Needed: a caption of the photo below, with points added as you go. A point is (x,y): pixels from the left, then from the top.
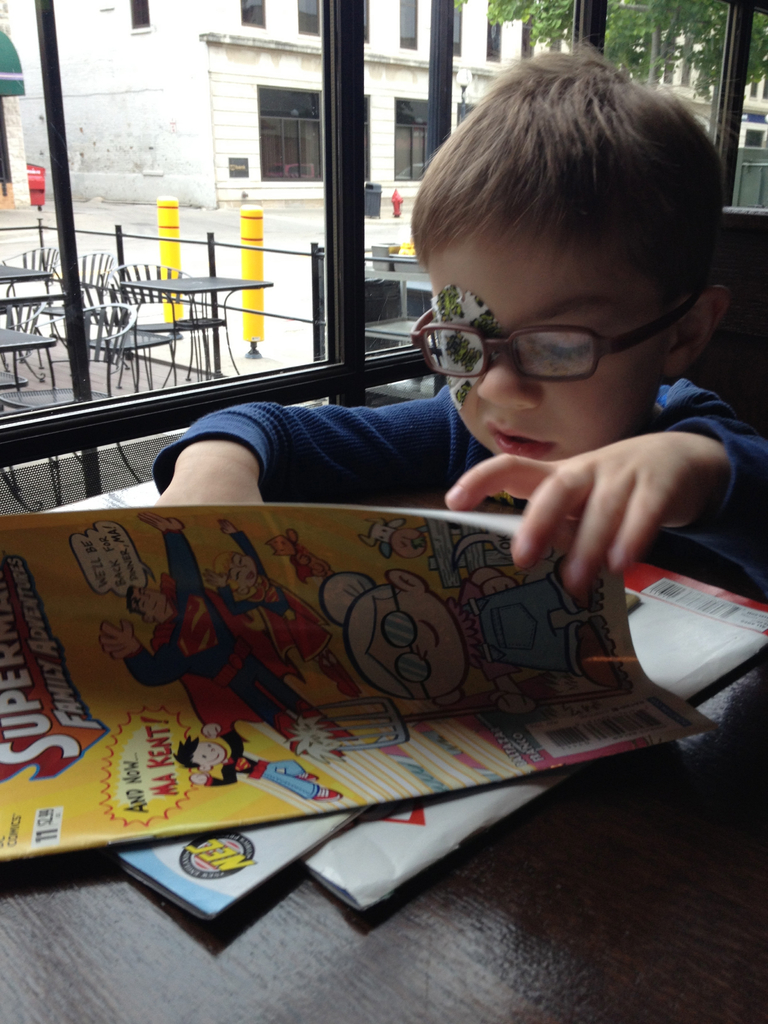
Here in this picture we can see a child (499,424) wearing spectacles (661,325) present over a place and in front of him we can see a table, on which we can see books (223,707) present and beside him we can see glass door (208,297), through which we can see tables (19,274) and chairs (134,324) present outside and we can see other buildings (206,164) with number of windows (312,24) present over there and we can also see trees (645,50) present.
